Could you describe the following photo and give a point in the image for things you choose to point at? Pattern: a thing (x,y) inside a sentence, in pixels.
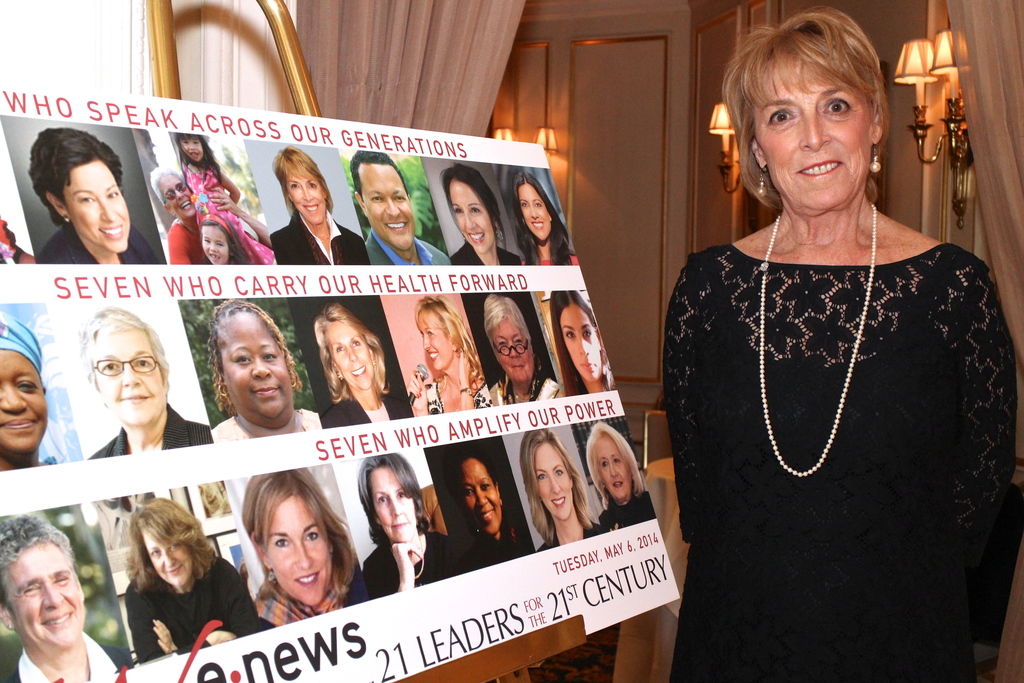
In this picture I can see a board (157,537) with few pictures (200,221) of humans (230,260) and I can see text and a woman (763,288) standing on the right side (954,457) and I can see smile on her face (769,169). I can see lights (922,147), curtains (334,114) and cupboards (666,97) in the background (1013,155).
